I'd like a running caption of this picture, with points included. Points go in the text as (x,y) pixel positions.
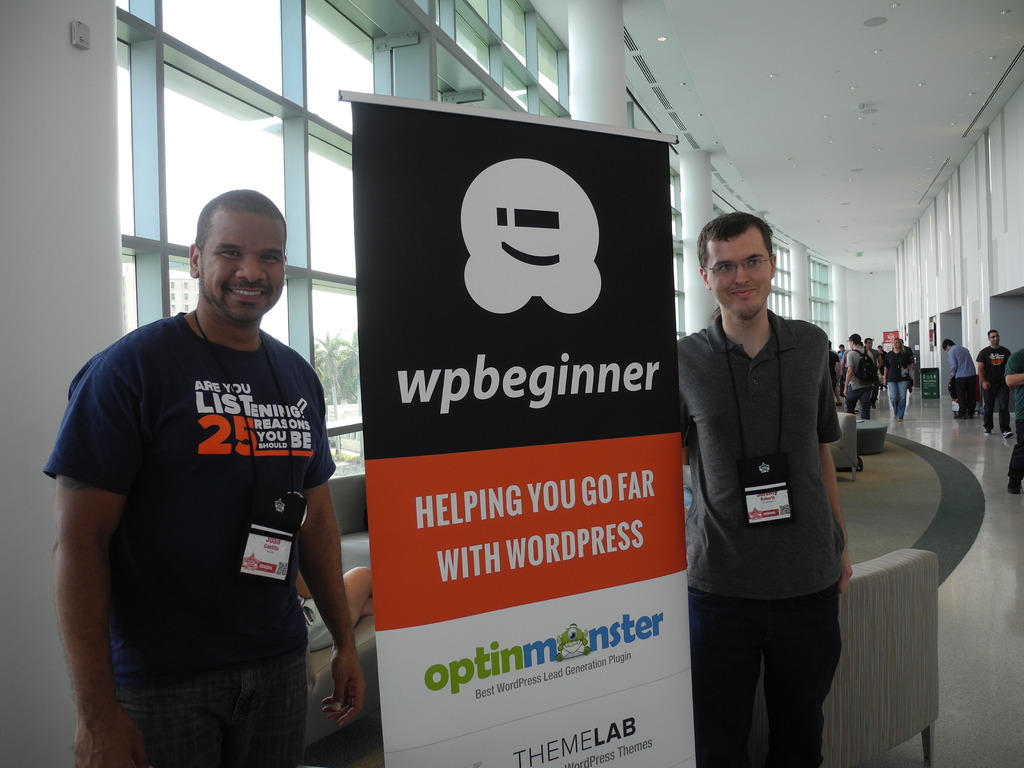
There are two men (795,359) standing and smiling, in between these two people (773,403) we can see banner (551,655), behind this banner (510,615) we can see pillar (569,69). In the background (938,368) we can see floor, people (860,382), wall (858,288), pillars (838,269) and glass windows (782,258). At the top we can see lights (893,7).
